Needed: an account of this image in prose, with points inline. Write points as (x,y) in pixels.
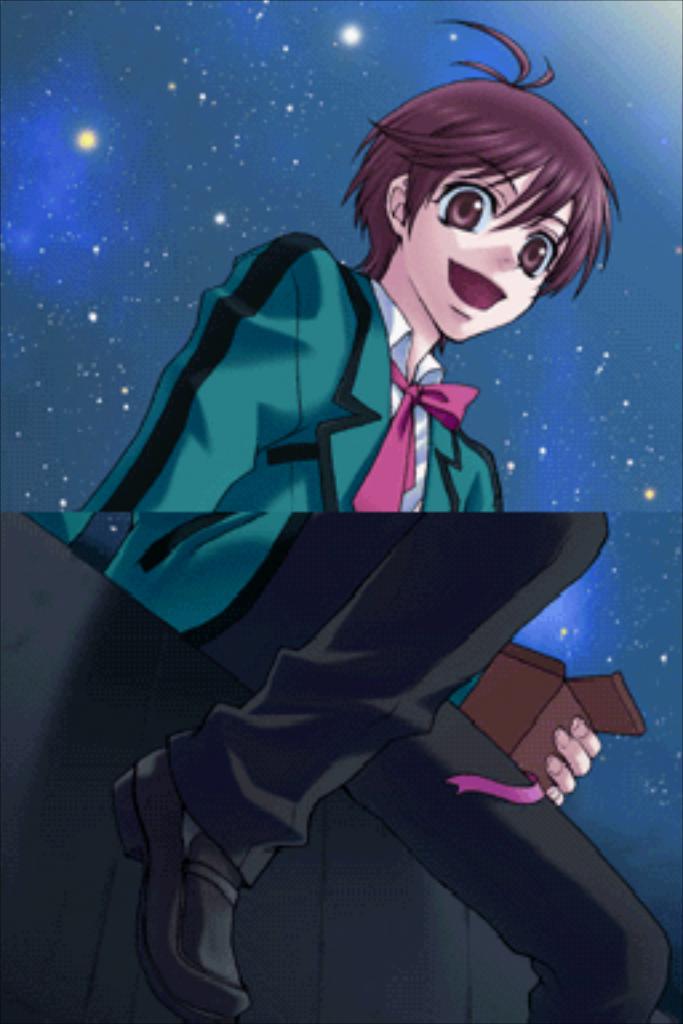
In the picture I can see a cartoon image of a person (337,622) who is sitting on something and holding an object (510,747) in the hand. In the background (256,189) I can see stars (332,157).
